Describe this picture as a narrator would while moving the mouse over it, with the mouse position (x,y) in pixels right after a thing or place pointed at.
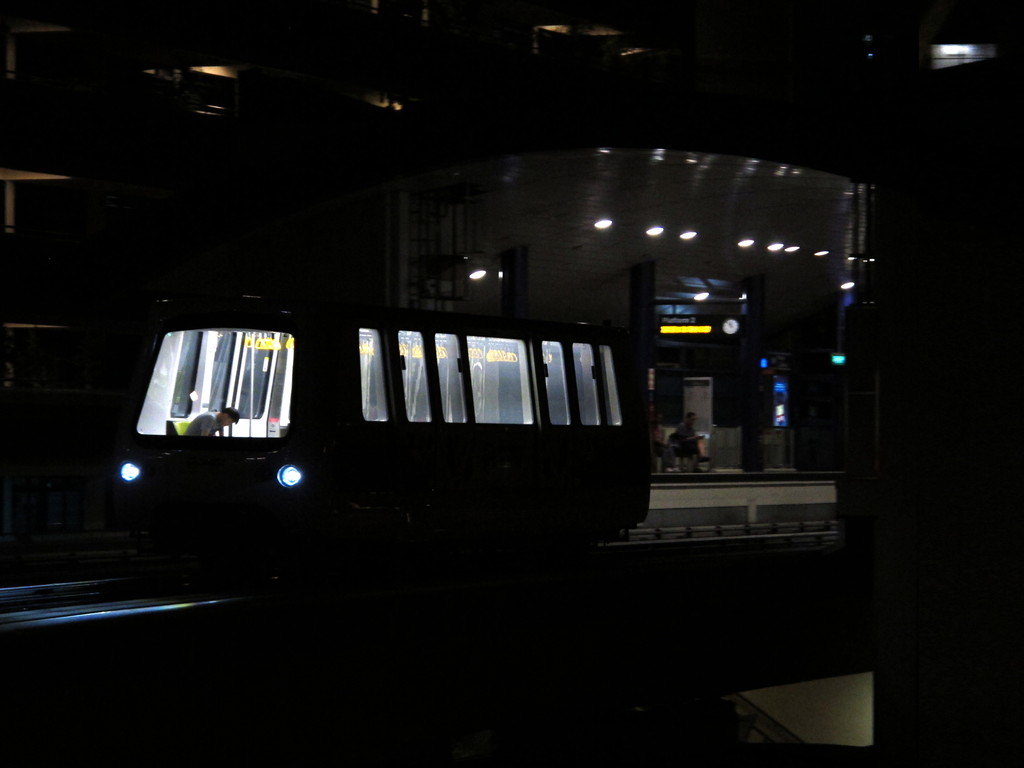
In this image there is a train (437,454), there is a man (215,420) inside a train (251,440), there is a man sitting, there is a board (710,338), there is text (695,332) on the board (716,327), there are pillars (653,317), there is the roof (548,194), there is a railway track (158,594), there is the roof (701,226), there are lights (774,248) on the roof (611,261), there is an object (953,416) towards the right of the image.
